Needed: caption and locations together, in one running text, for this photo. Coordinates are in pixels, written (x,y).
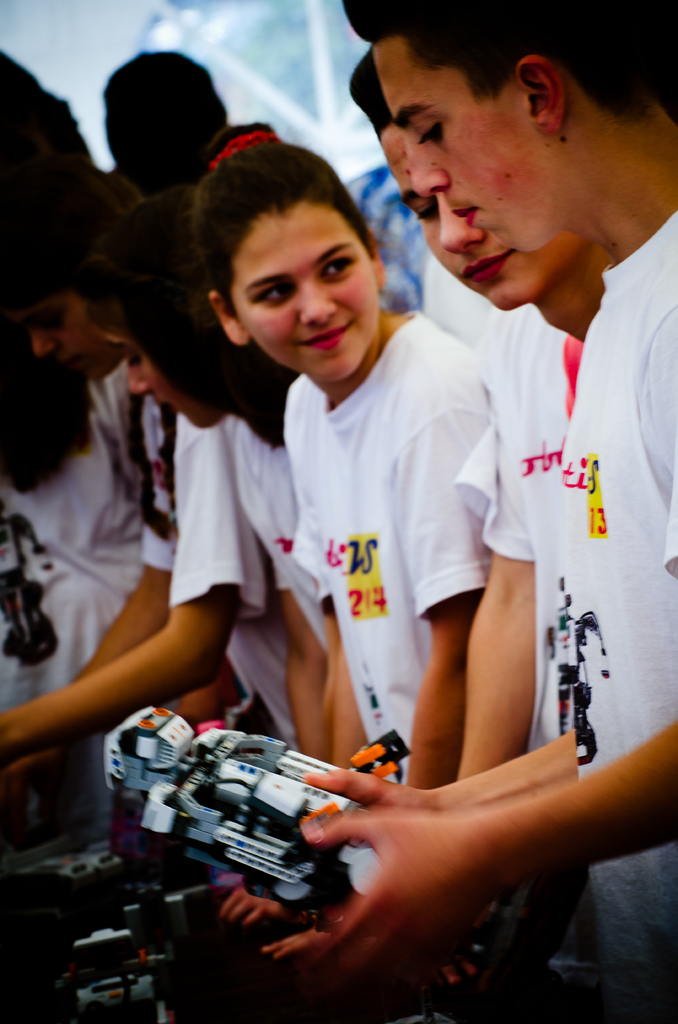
In the picture we can see some boys (670,731) and girls (426,712) are standing they are wearing a white T-shirts (441,372) and one boy (662,726) is holding some toy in the hand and in the background (86,71) we can see a wall (56,32) with a glass window (296,98).
